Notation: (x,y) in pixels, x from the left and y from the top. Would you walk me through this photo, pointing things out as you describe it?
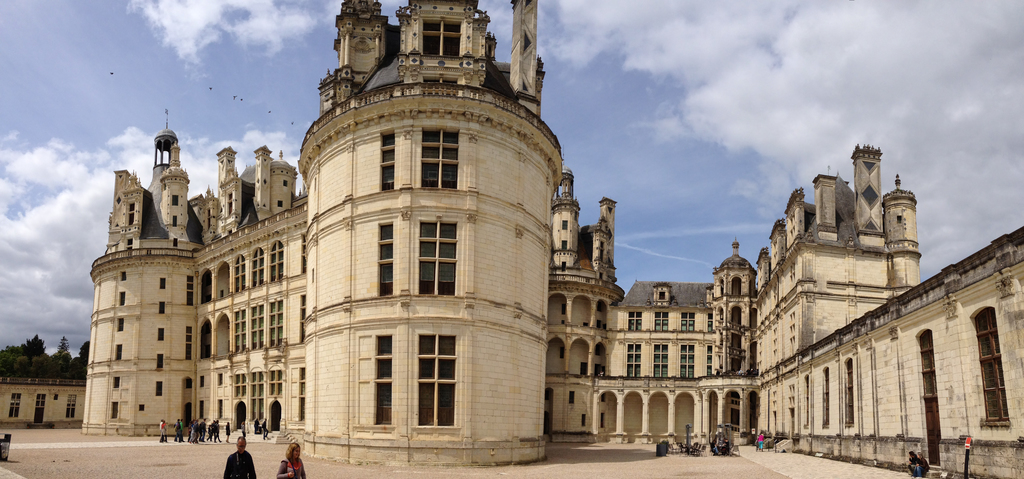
In the picture I can see buildings (542,385) and people (244,452) walking on the ground (211,465). I can also see poles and some other objects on the ground (591,444). In the background (45,358) I can see trees (58,363), birds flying in the air (212,97) and the sky (171,121).
